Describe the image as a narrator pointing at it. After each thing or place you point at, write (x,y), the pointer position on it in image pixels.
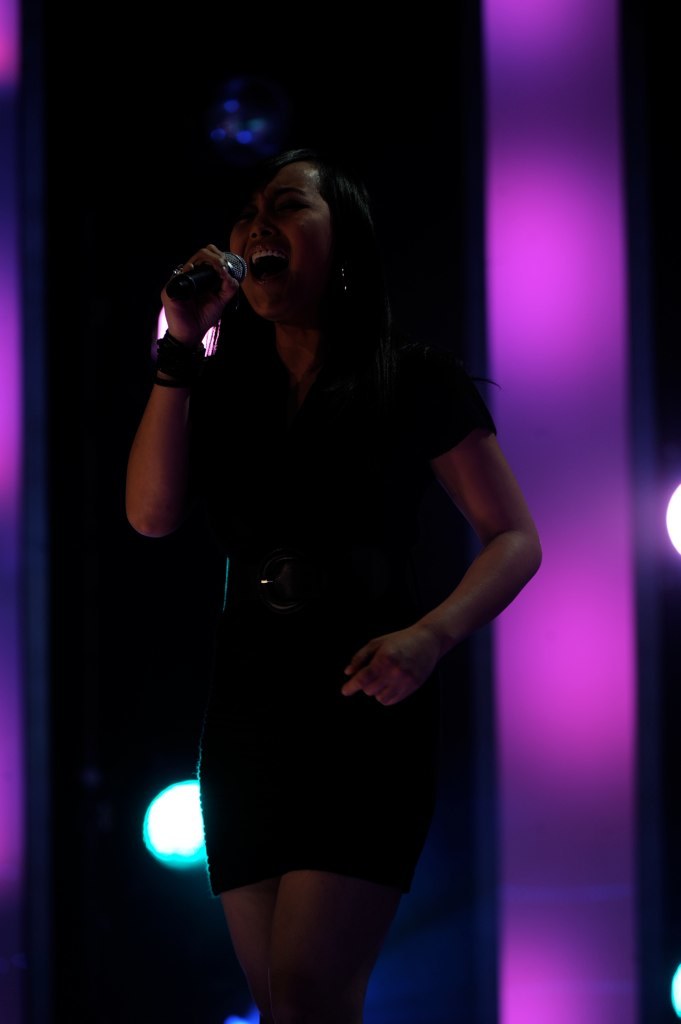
The woman (318,426) in the middle of the picture (324,428) who is wearing a black dress (325,549) is stunning. She is holding a microphone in her hands (213,268). She is singing the song on the microphone (227,264). In the background (293,140), it is in black and pink color. This picture is clicked in the musical concert.
